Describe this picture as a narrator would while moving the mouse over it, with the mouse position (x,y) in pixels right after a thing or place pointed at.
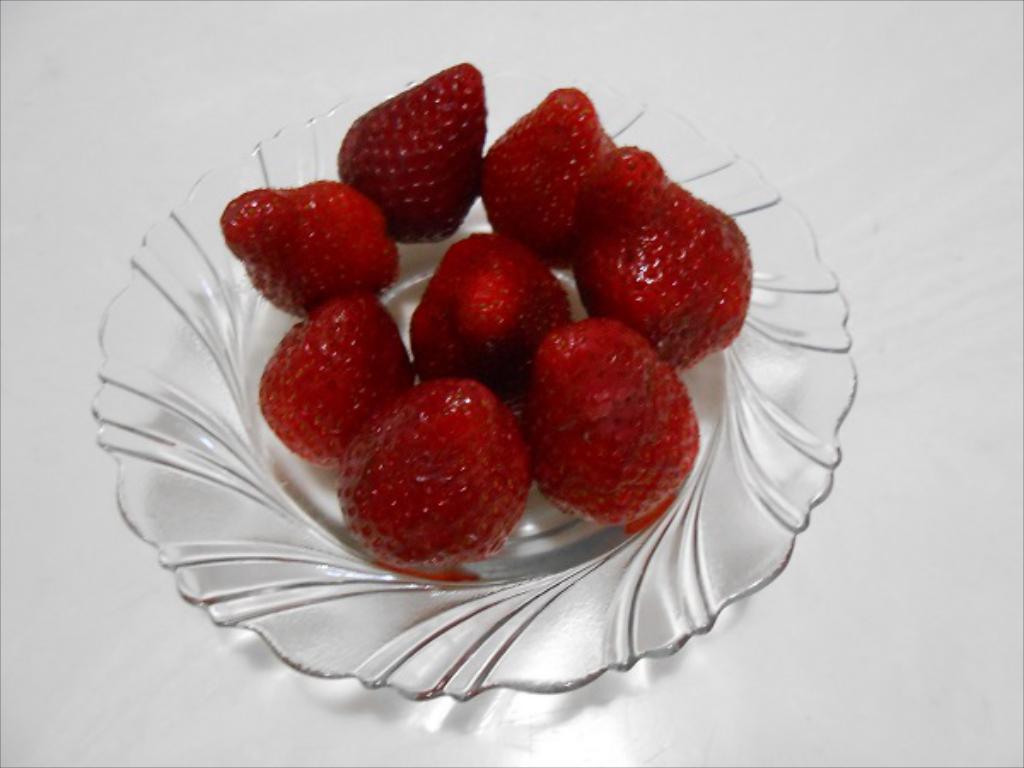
In this image I can see a glass bowl (168,423) on the white colored surface (143,626). In the bowl (579,521) I can see few strawberries (634,381) which are red in color.
